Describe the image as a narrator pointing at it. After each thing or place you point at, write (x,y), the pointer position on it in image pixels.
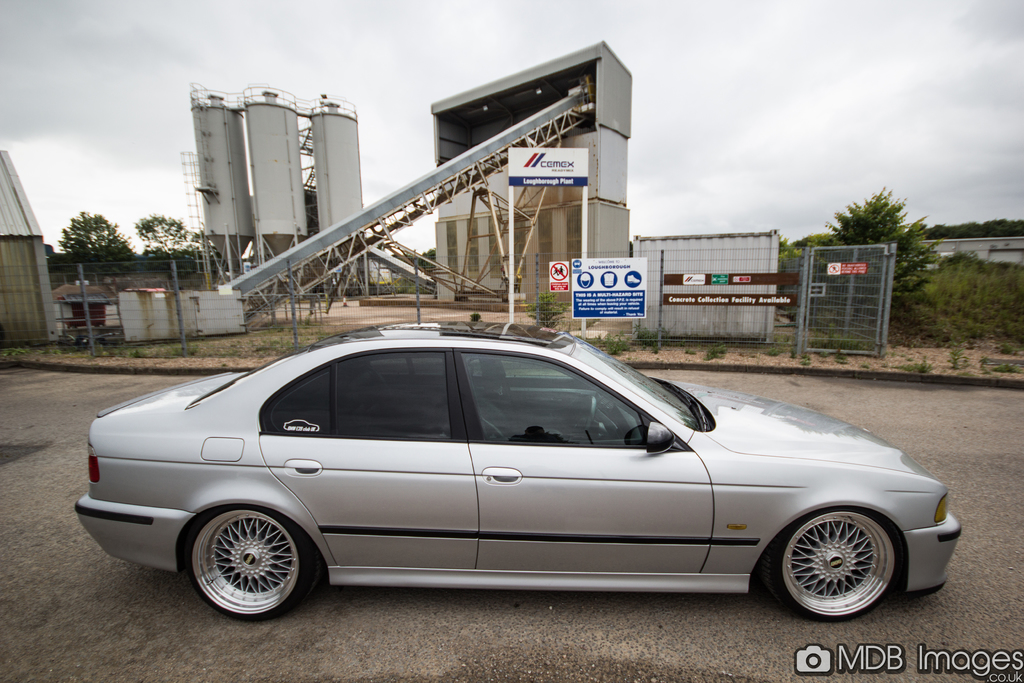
In the foreground of the picture (843,464) I can see a car (741,403) on the road (746,606). In the background (498,221), I can see the power plant (228,260) and metal grill fence (471,264). I can see the trees (993,224). I can see the caution board (642,266) and name indication board pole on the side of the road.
